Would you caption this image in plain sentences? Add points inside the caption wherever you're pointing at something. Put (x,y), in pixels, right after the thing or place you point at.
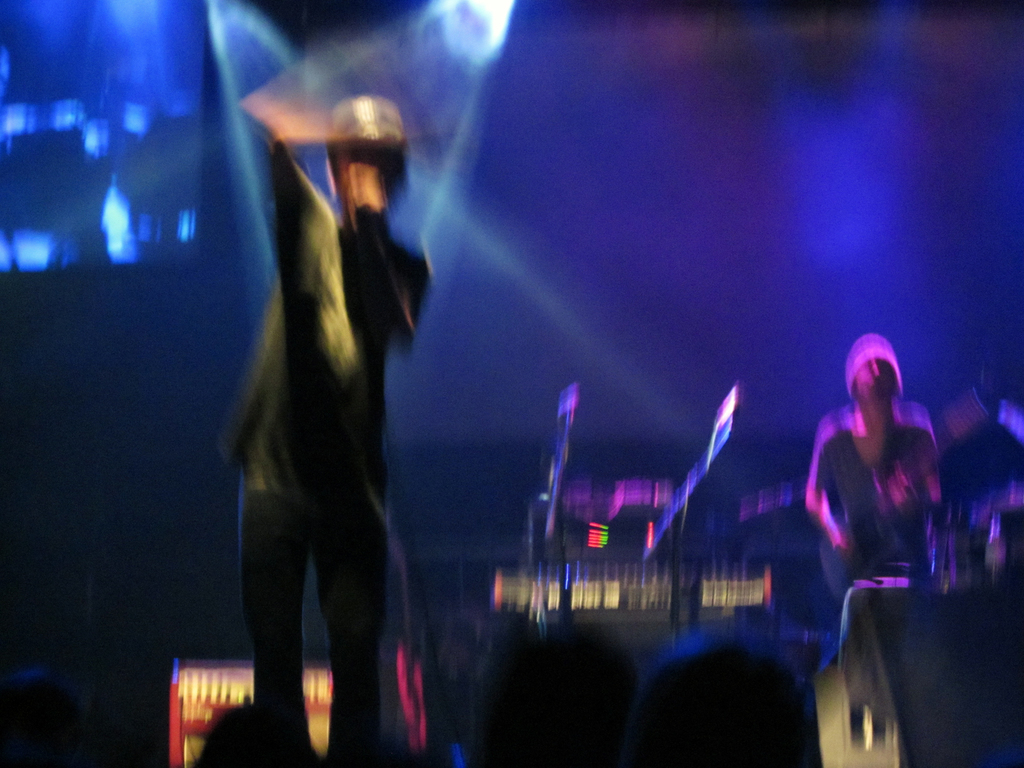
It is a blurry image. In this image I can see people (373,463), focusing light (503,0) and objects (952,629).
